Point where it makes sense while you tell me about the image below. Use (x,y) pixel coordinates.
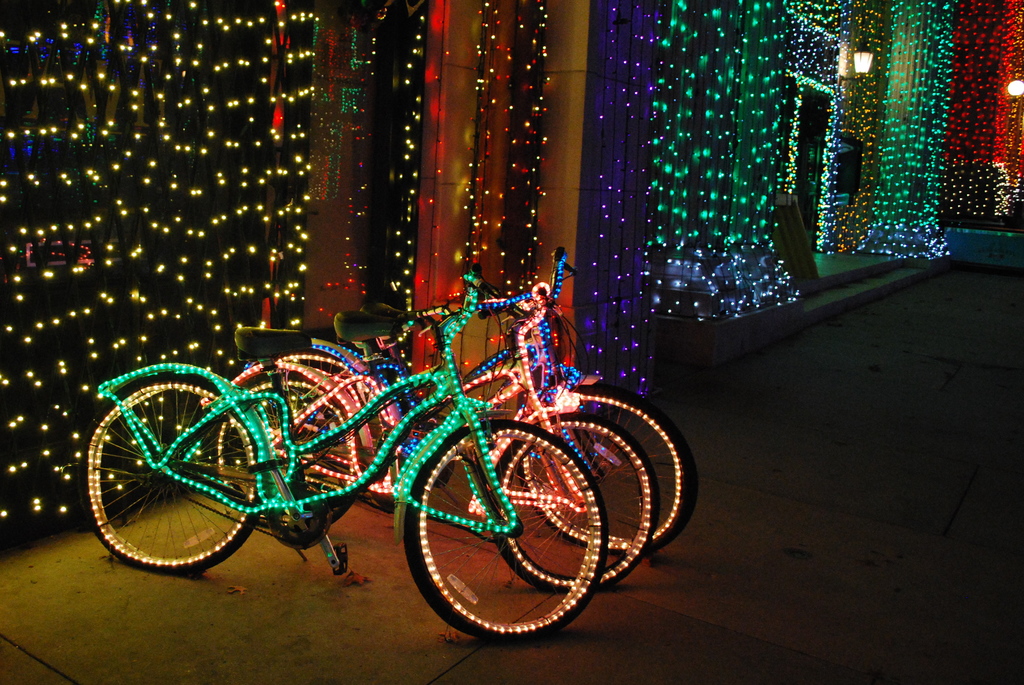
In this image there are cycles (393,391) to that cycles (407,387) there is lighting (263,411), in the background (626,0) there is wall (1003,130) for that wall (676,68) there is lighting (792,120).
